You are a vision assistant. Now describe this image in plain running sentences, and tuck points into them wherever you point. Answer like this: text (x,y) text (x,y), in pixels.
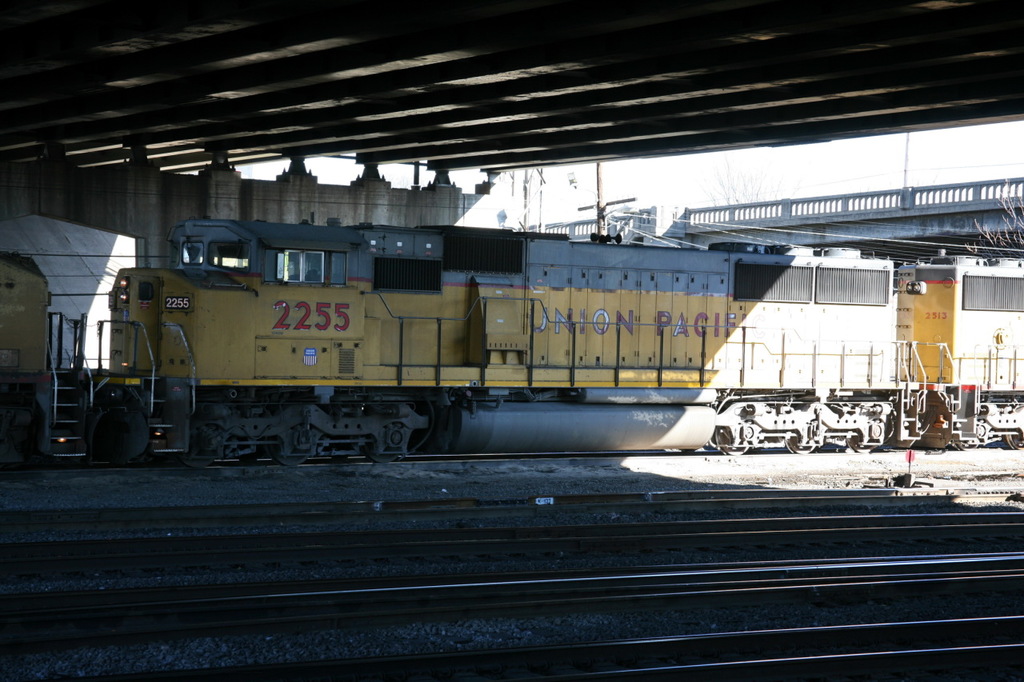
In this picture there is a train (602,373) on the track (519,457) which is in yellow color and there is something written on it and there is bridge (436,59) above it and there is another bridge (795,204) in the right top corner (821,216).
